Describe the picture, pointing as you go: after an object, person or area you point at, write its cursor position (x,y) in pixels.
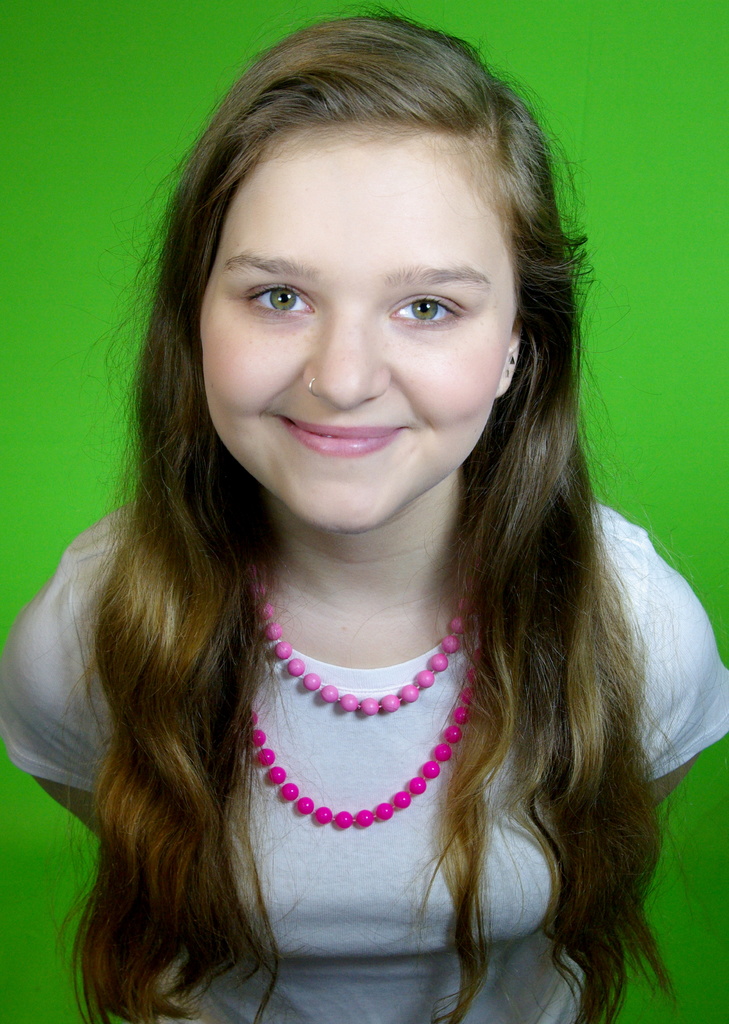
In the foreground of this image (550,758), there is a woman (295,641) wearing a pink color chain (433,665) around her neck (440,637) and there is a green background (643,144).
